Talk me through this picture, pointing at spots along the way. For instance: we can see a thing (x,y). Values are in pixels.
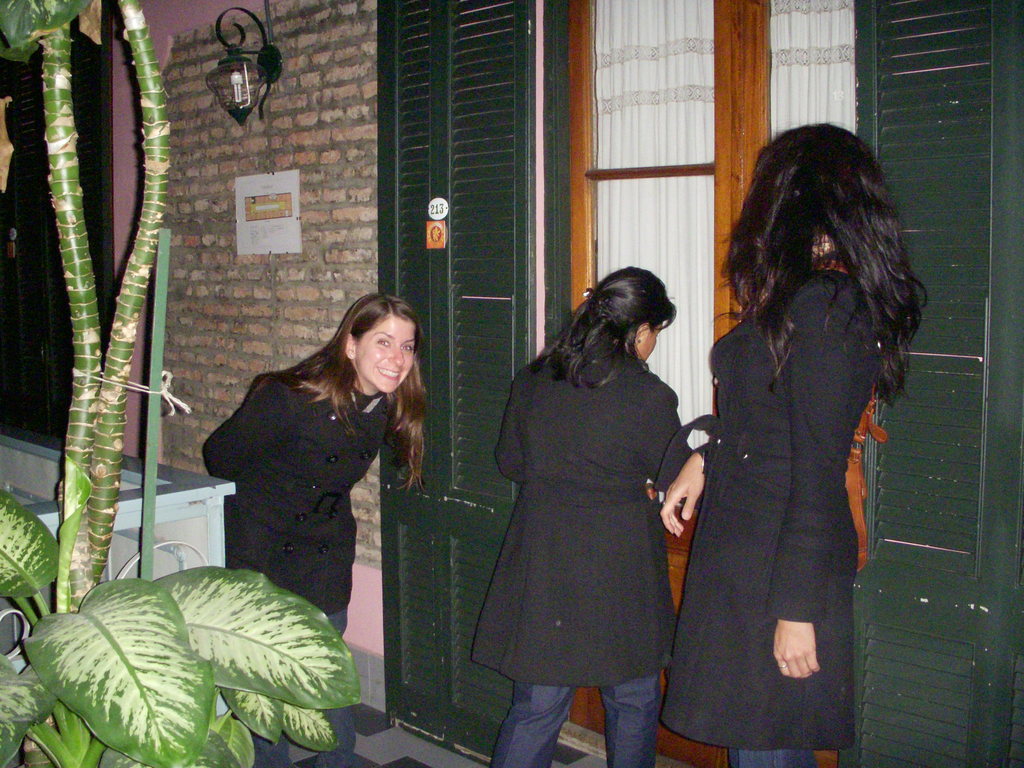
In this picture I can see three women (657,499) are standing and wearing black color dresses (637,495). In the background (298,135) I can see a wall (281,124) which has lights (234,119). Here I can see a door (726,259) and white color curtains (674,292). On the left side (18,556) I can see tree (22,599).
